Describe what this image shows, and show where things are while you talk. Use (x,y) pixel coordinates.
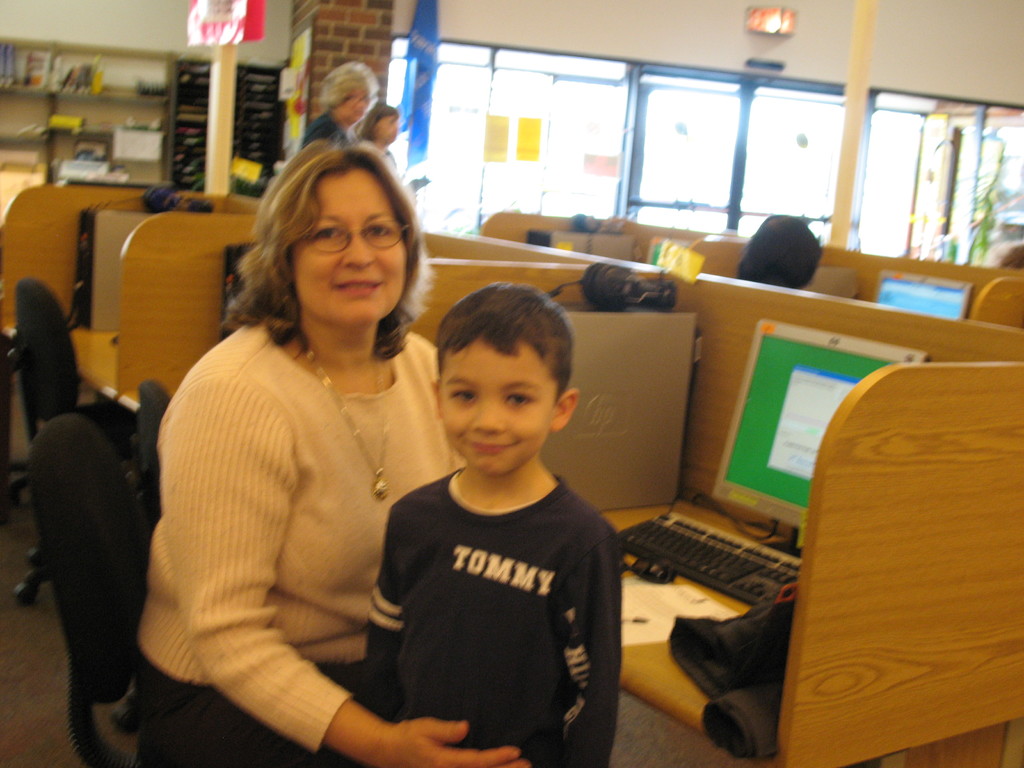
In this image there is a woman (183,466) sitting in chair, catching a boy (564,538) and in back ground (640,598) we have monitor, keyboard (754,573), mouse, bag (717,621), paper (644,612), pen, cupboard (21,52), rack (21,52), flag (433,9), light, plant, another group of persons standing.
